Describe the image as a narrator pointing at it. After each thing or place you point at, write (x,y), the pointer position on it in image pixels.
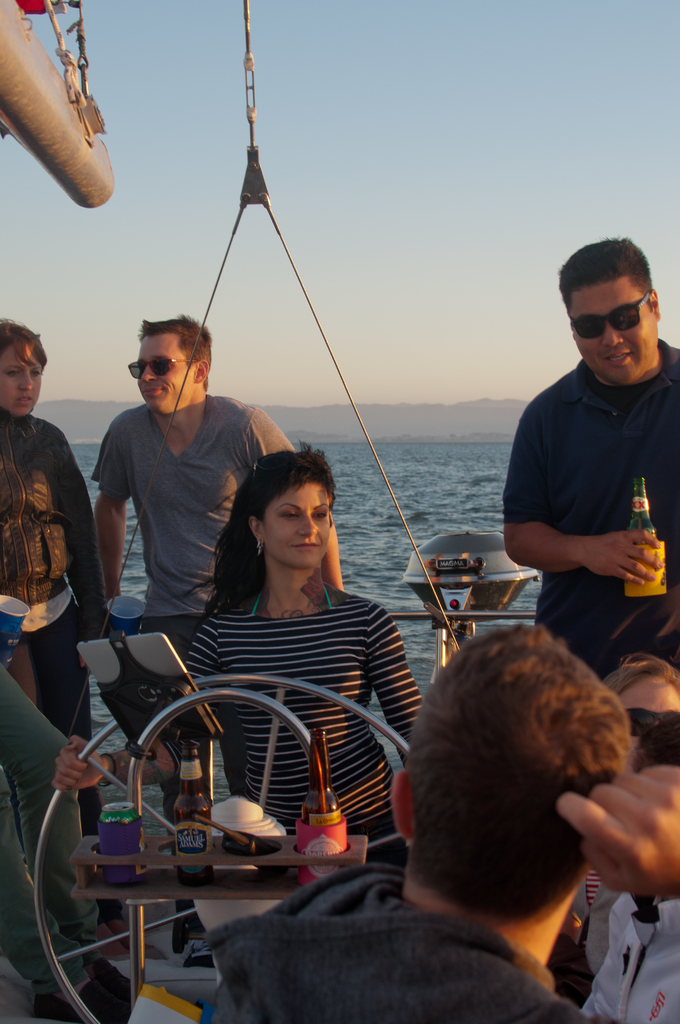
In this picture we can see a group of people (476,708), bottles (187,799), tin (108,808) and a woman (340,767) holding a steering wheel (392,736) with her hand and in the background (441,476) we can see water (341,485), sky (451,398).
